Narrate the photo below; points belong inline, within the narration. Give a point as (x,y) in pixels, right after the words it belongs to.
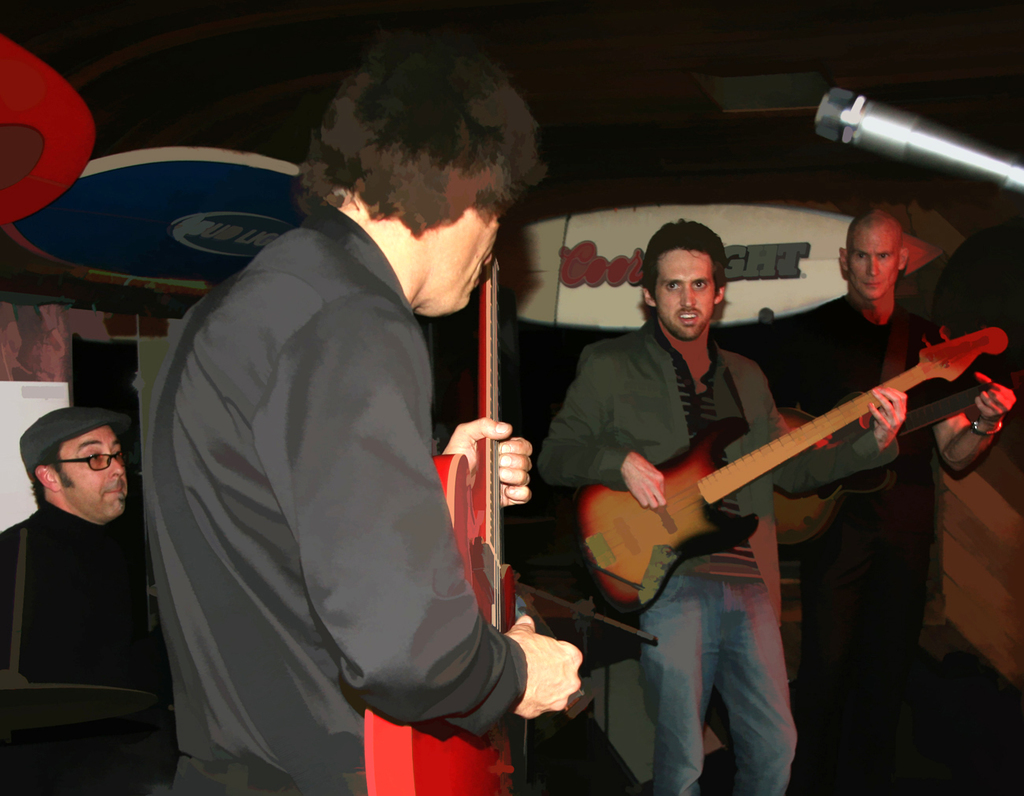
In this image i can see a group of people (699,333) playing guitar (674,554) at the background (593,240) i can see a board (593,239).
